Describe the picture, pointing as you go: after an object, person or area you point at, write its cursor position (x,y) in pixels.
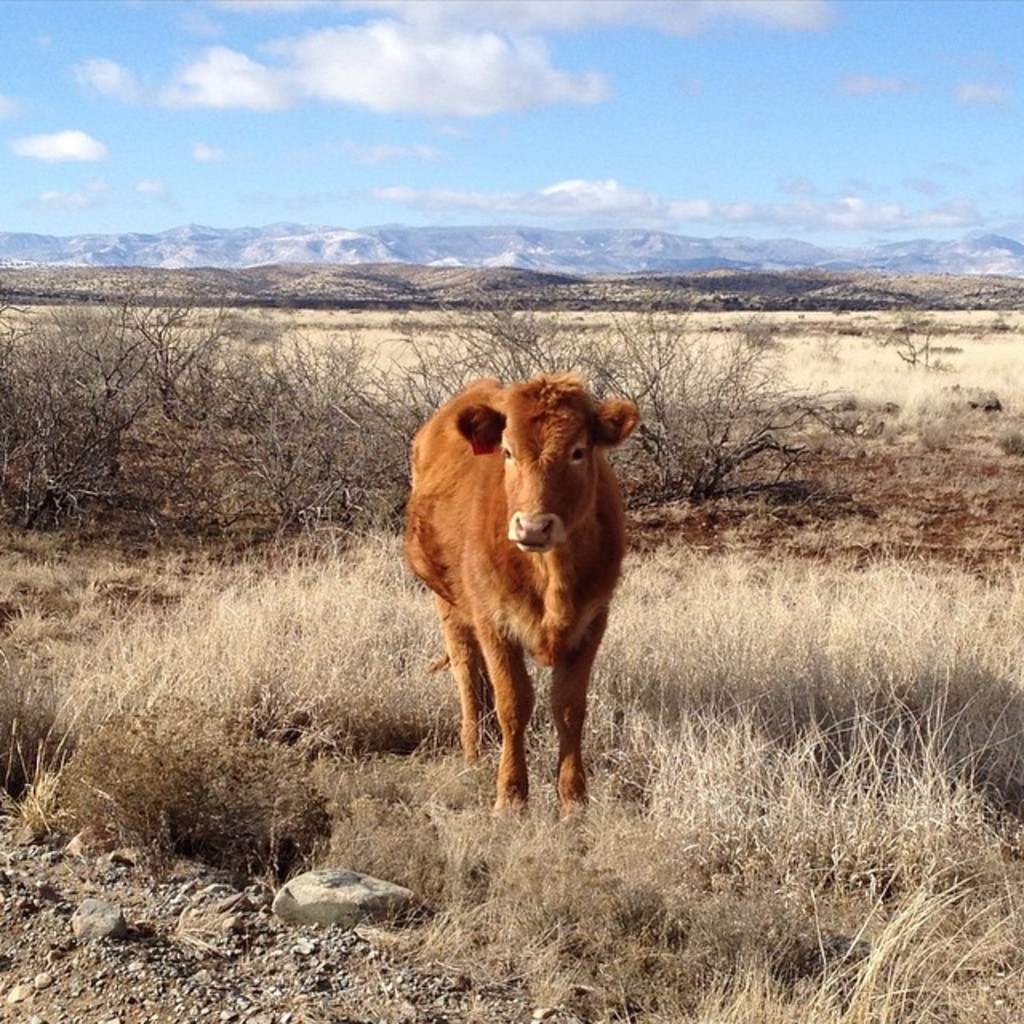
In this image I can see a calf (502,570), it is in brown color. At the back side (439,396) there are trees (526,335), at the top (546,131) it is the cloudy sky (692,129).
